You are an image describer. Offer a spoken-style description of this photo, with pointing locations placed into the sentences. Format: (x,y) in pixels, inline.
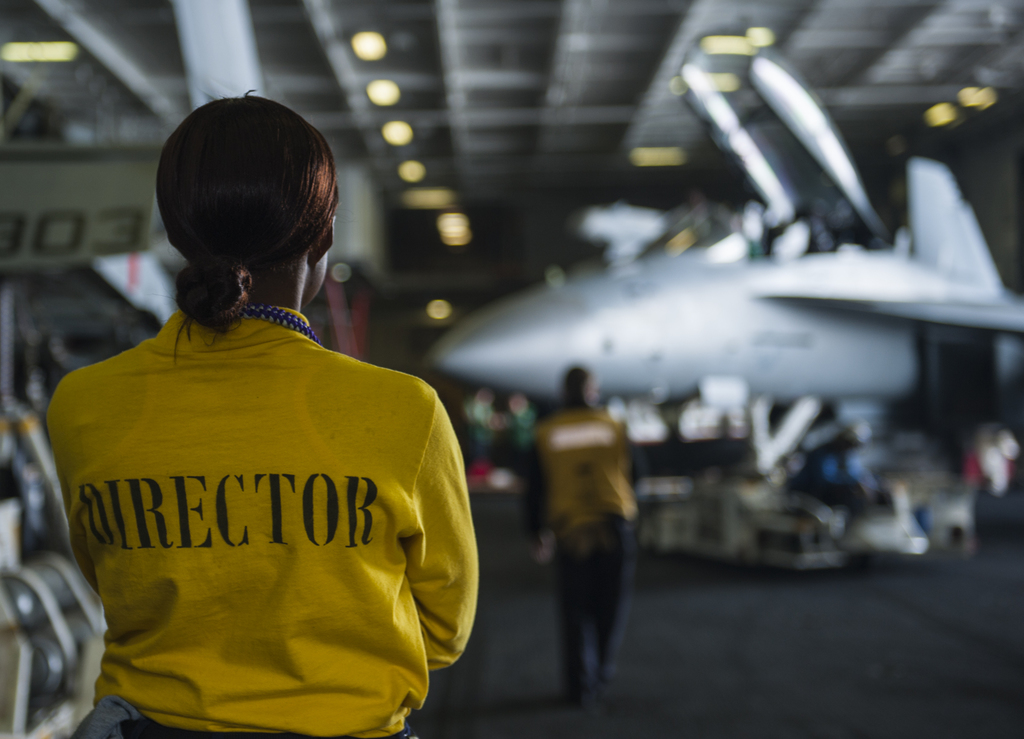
This picture is clicked inside. In the foreground (299,232) there is a person (200,380) wearing yellow color dress (222,403) and standing on the ground (843,685). In the center (625,435) there is a person (553,473) seems to be walking on the ground (651,665) and there are some objects (754,331) placed on the ground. At the top (840,10) there is a roof (563,80) and the ceiling lights (368,51). The background of the image (18,96) is blur.
